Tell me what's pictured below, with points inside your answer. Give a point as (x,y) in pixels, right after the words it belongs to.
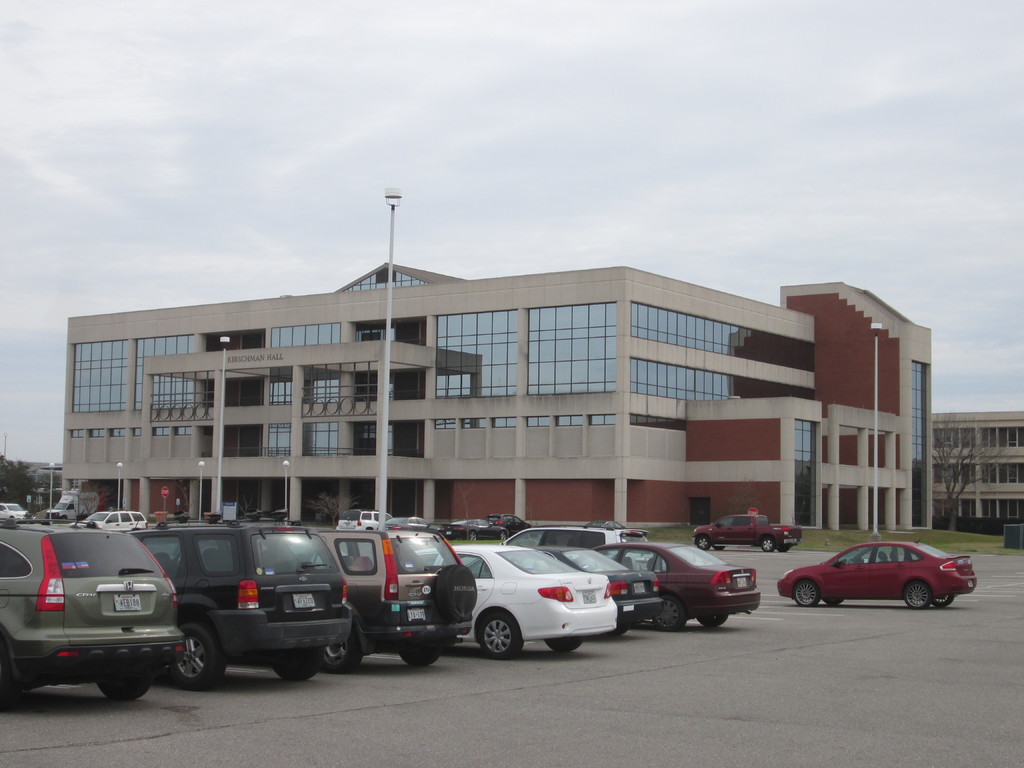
In this picture we can see few vehicles (463,549) on the path (16,738). There are some lights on the path (498,730). We can see few trees (32,492) and buildings (359,356) in the background (627,325). Sky (963,370) is cloudy.
